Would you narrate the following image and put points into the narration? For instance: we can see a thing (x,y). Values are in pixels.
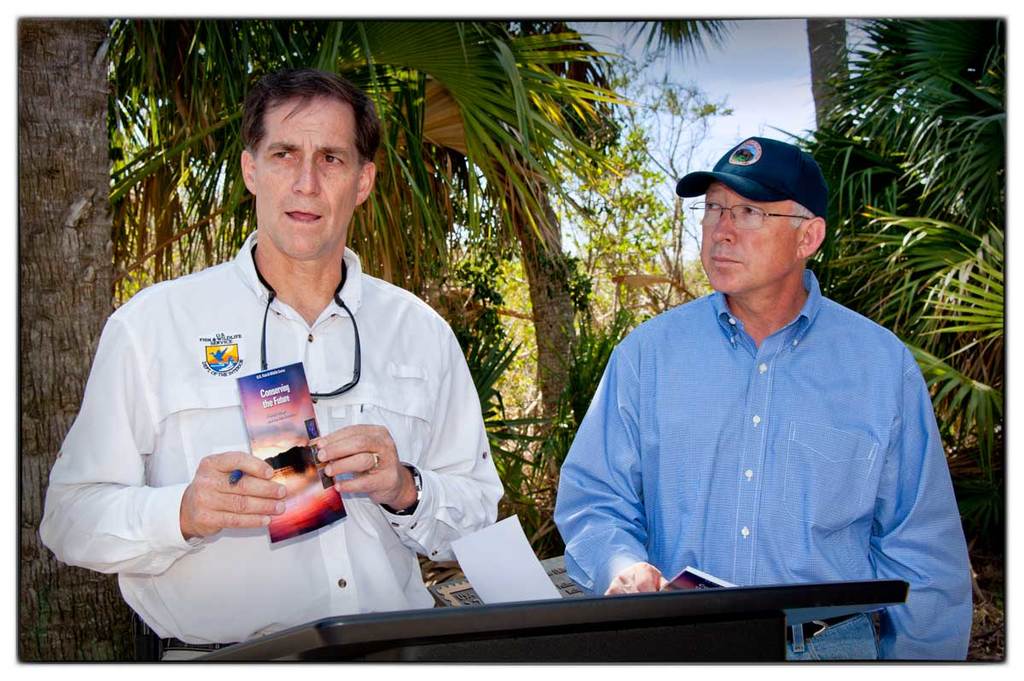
In the picture I can see two persons (357,448). One person (319,425) standing and holding some object (251,402). In the background of the image (587,124) I can see groups of trees (483,361).
